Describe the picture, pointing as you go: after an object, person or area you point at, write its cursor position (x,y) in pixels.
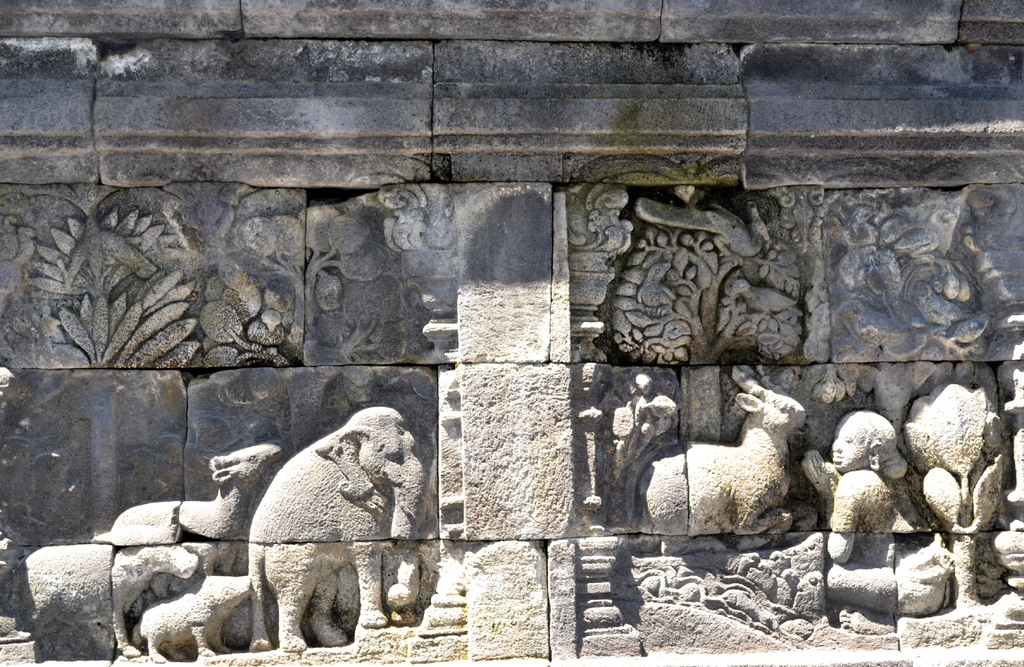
In this image I can see few sculptures (270,553) of animals (316,543) and persons (840,463) on a wall (532,144).
